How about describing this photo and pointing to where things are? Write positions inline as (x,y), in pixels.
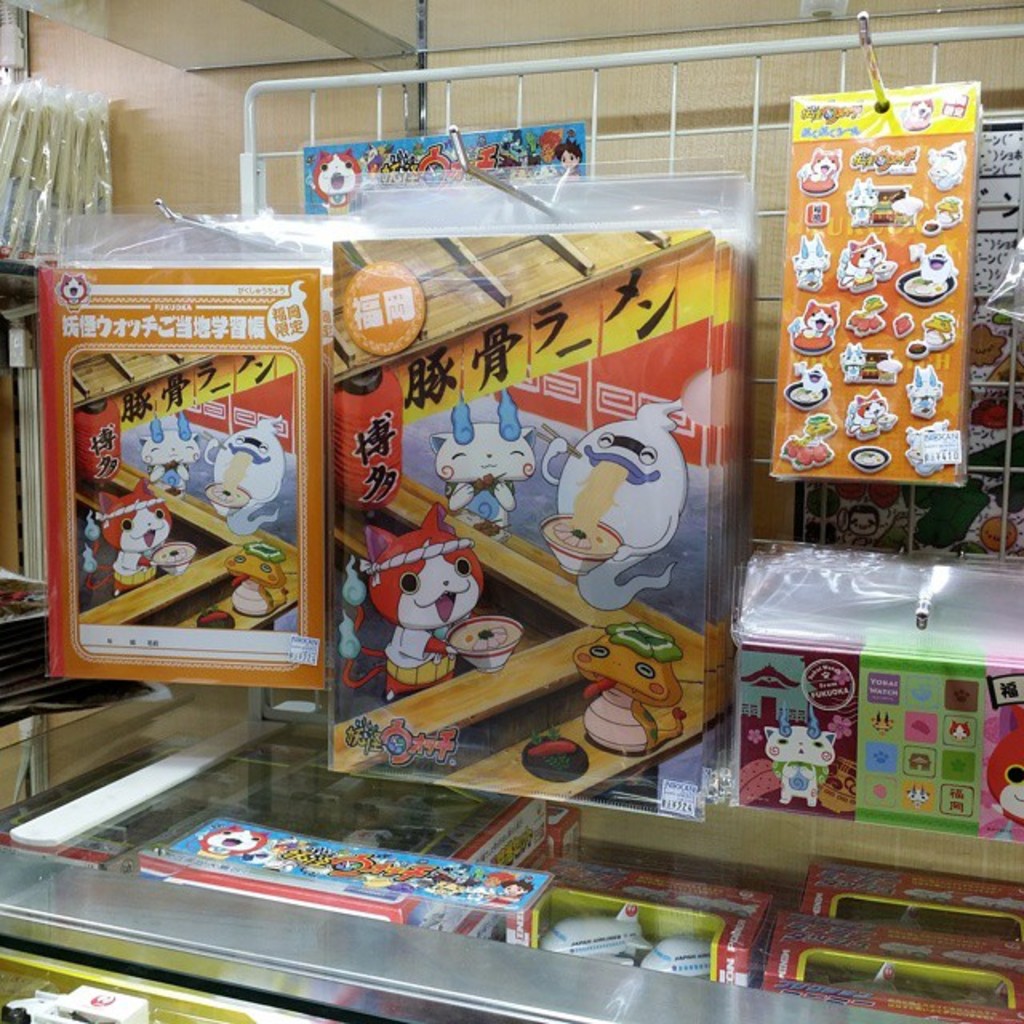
In this picture I can see number of boxes (231,440) on which there are cartoon characters (447,460). I see that few of them are hanged and few of them are on the racks (175,751). On the right side of this image (814,340) I can see the stickers (821,322) of cartoon characters (863,284). In the background (822,59) I can see the wall (276,191) and the ceiling (223,62).
